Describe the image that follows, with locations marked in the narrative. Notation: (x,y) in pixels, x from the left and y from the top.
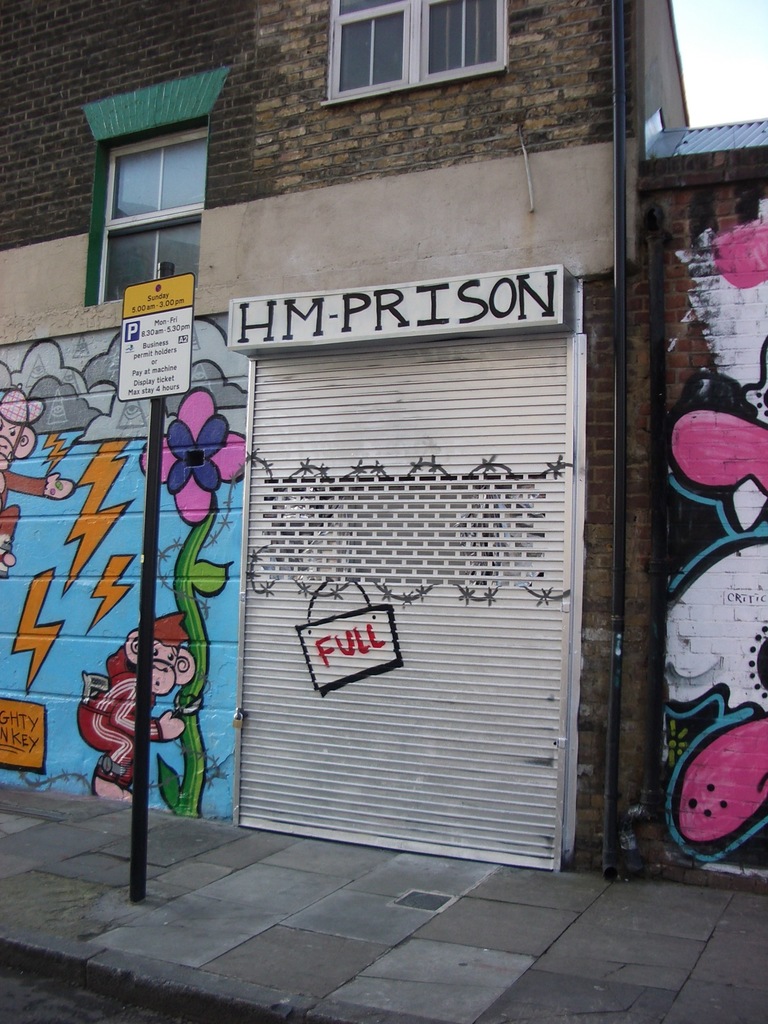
In this picture there is a shop (568,570) in the center of the image (442,674) and there are graffiti (699,537) on the right (699,629) and left side of the image (15,569) and there are windows (117,236) at the top side of the image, there is a pole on the left side of the image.
